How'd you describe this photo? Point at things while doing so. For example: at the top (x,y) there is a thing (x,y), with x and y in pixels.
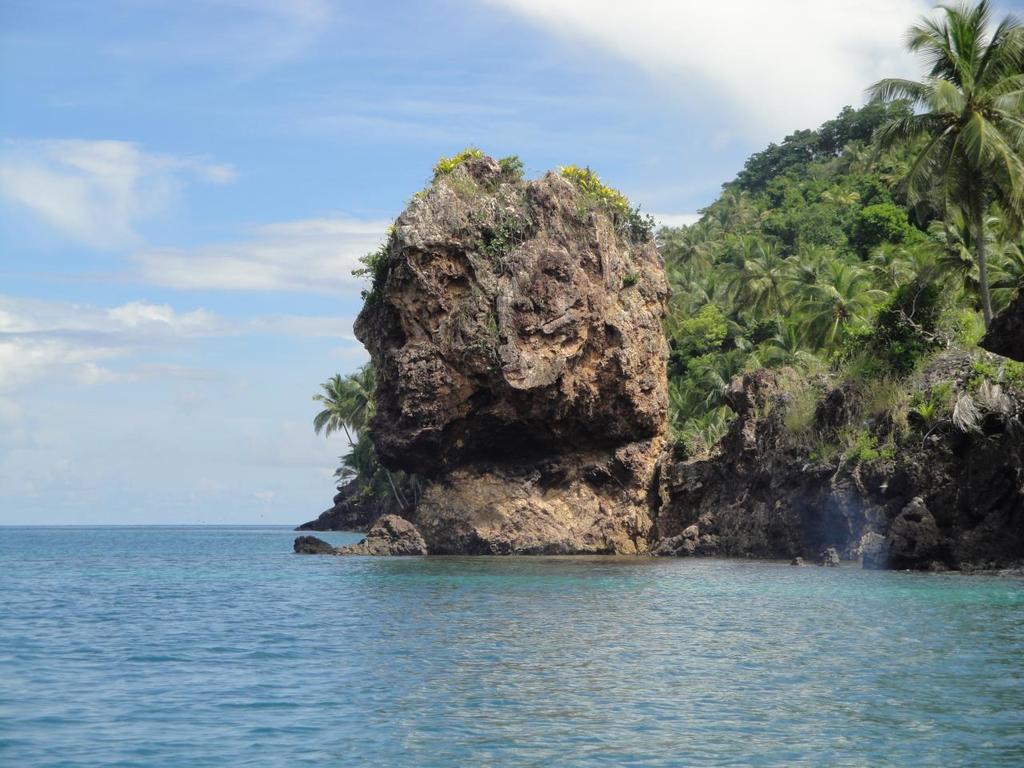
In this image I can see a mountain (585,409) and some trees (874,322) from center to the right hand side of the image (882,477) and at the top of the image (378,77) I can see the sky (332,115) at the bottom of the image (514,668) I can see sea water (502,663).
